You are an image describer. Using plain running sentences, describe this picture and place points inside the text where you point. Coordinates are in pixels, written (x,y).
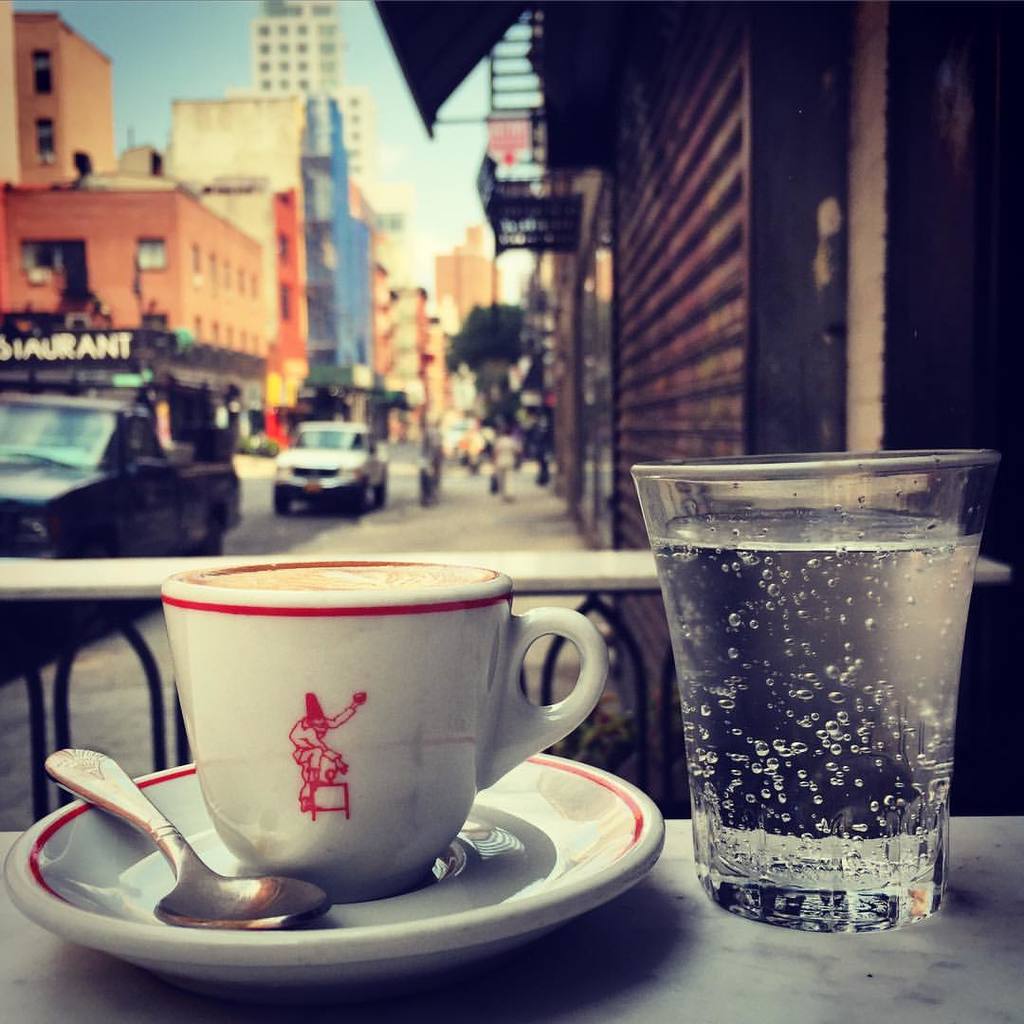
In this image we can see the cup (304,850) and saucer (197,842), spoon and glass (765,794) which are kept on the surface (658,862). And in the background (343,471), we can see the vehicles (372,447), buildings (258,388), and the sky (436,155).
